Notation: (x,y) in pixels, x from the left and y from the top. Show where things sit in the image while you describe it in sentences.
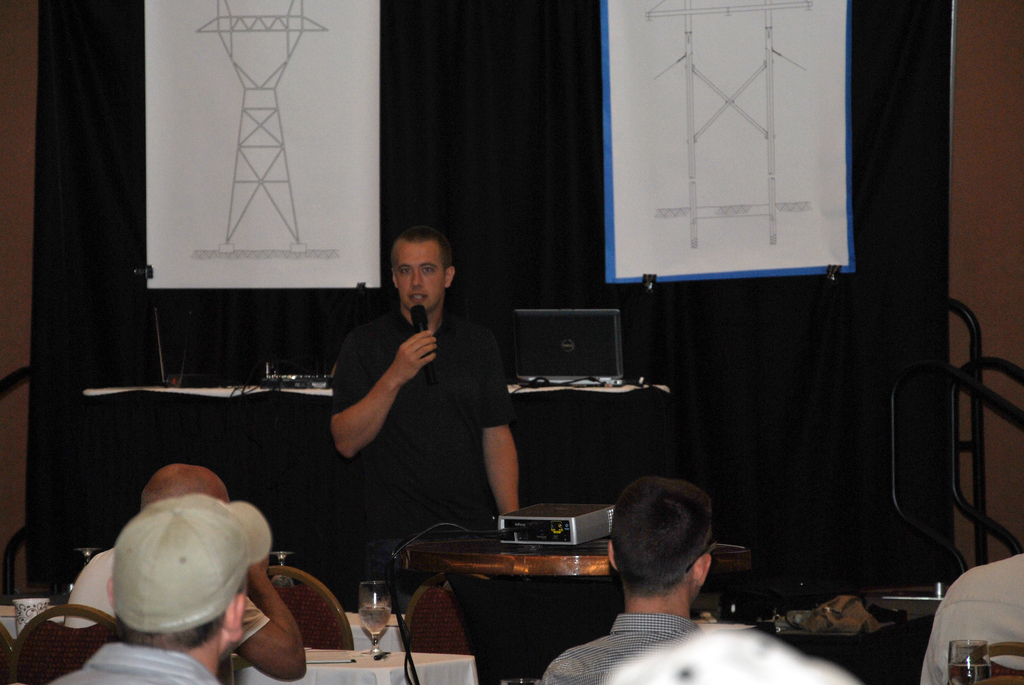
In this picture there is a man (373,380) standing in front of a table (463,551) on which a projector (518,529) was placed holding a mic (430,367) and talking. There are some people (196,583) sitting and listening to him in the chairs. In the background (698,154) there are some charts (658,119) hanged in front of a curtain (459,156).
